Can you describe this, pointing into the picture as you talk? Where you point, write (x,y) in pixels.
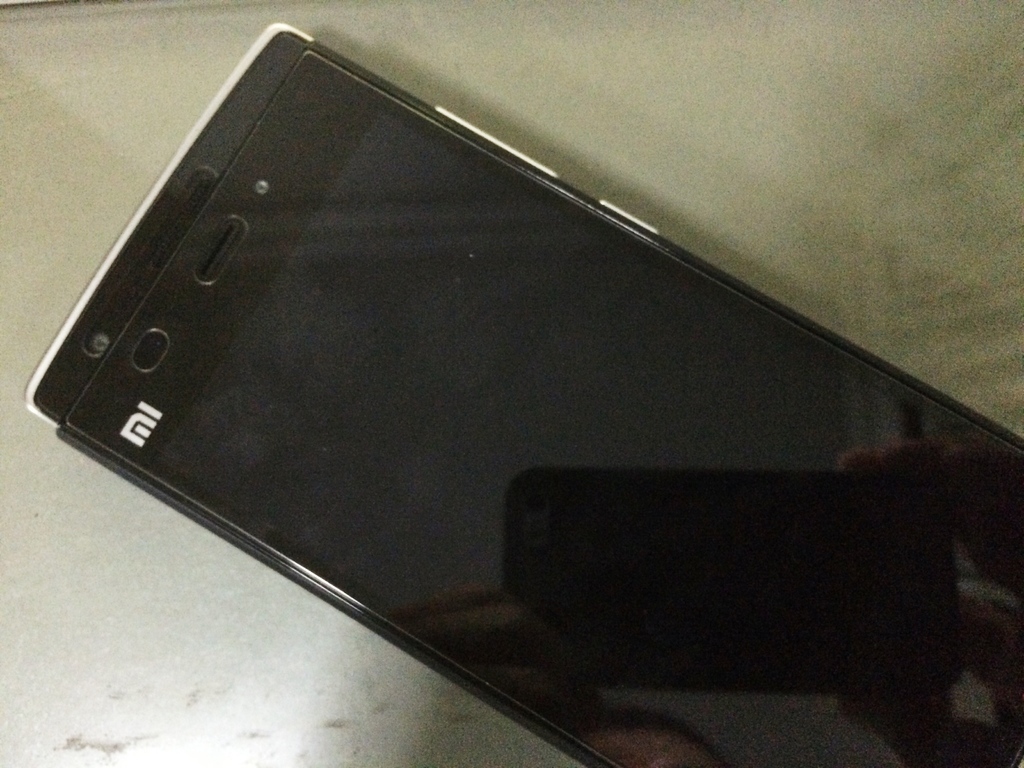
MI mobile (216,248) is on the white surface (90,625). On this mobile (418,127) there is a shadow (945,602) of another mobile (948,586).
